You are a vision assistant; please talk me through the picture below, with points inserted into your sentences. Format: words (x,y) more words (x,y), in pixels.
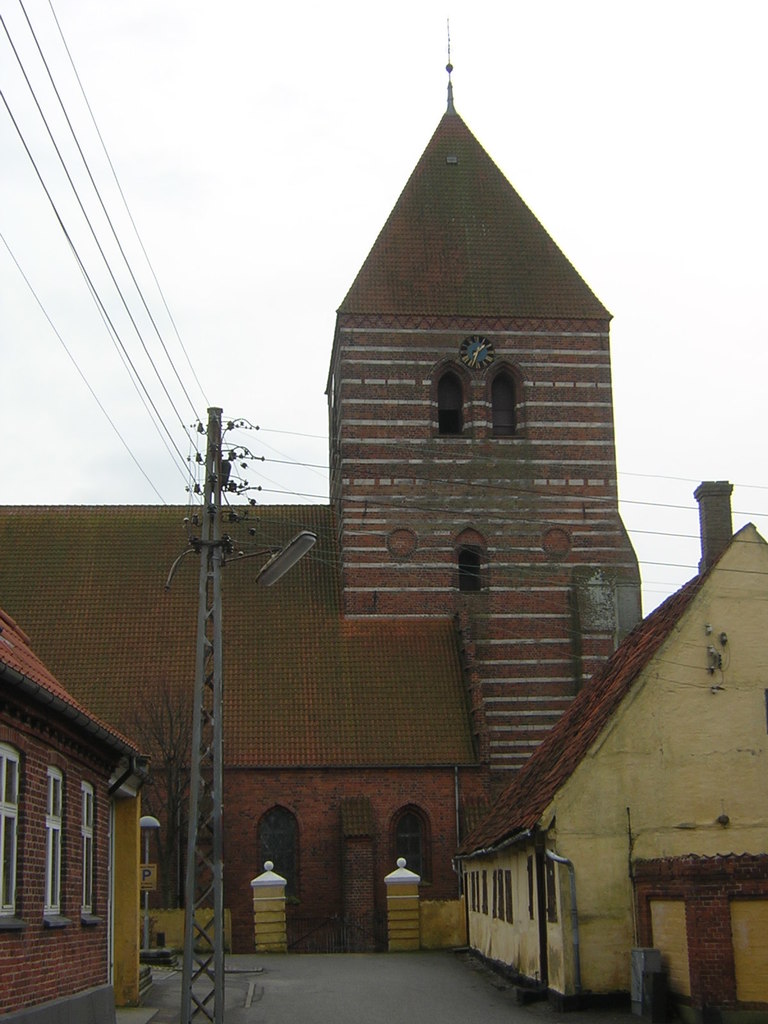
In the background (220,237) we can see the sky (342,237). In this picture we can see a building (489,392), houses (609,940), windows (52,801), poles (145,921), transmission wires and the pathway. We can see few objects (145,874).
